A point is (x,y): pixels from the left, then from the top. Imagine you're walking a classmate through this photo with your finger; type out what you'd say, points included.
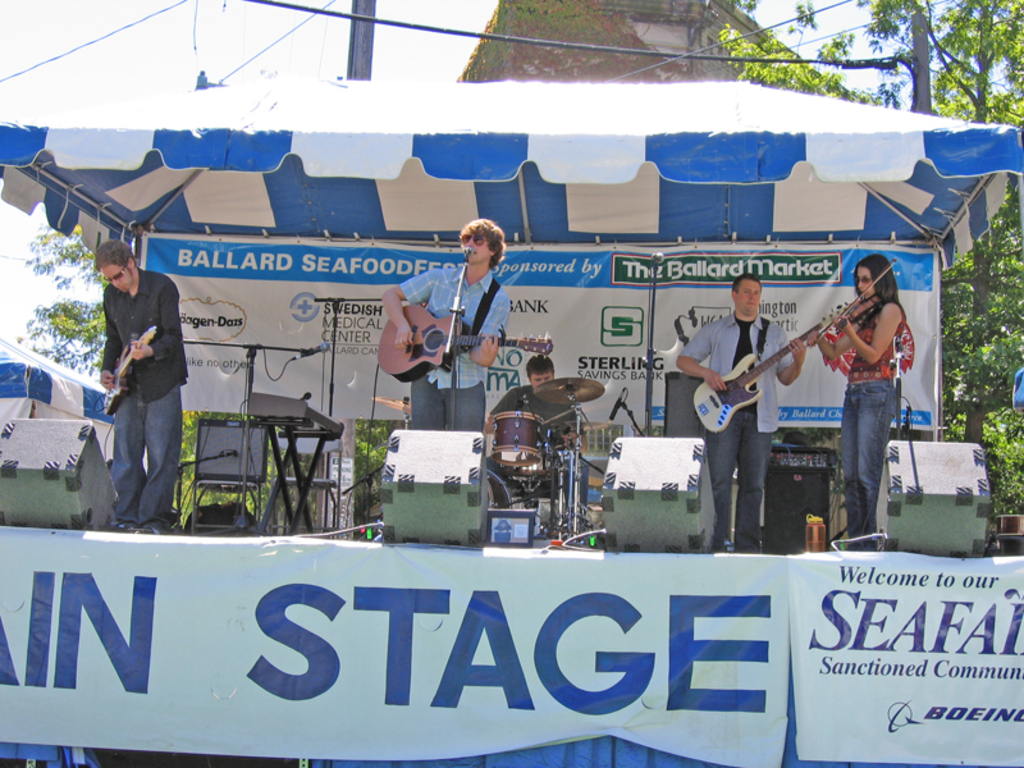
There are four people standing on a stage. They are playing a musical instruments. In the center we have a person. He is sitting on a chair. We can see the background (606,269) there is a trees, sky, banner (296,340).
